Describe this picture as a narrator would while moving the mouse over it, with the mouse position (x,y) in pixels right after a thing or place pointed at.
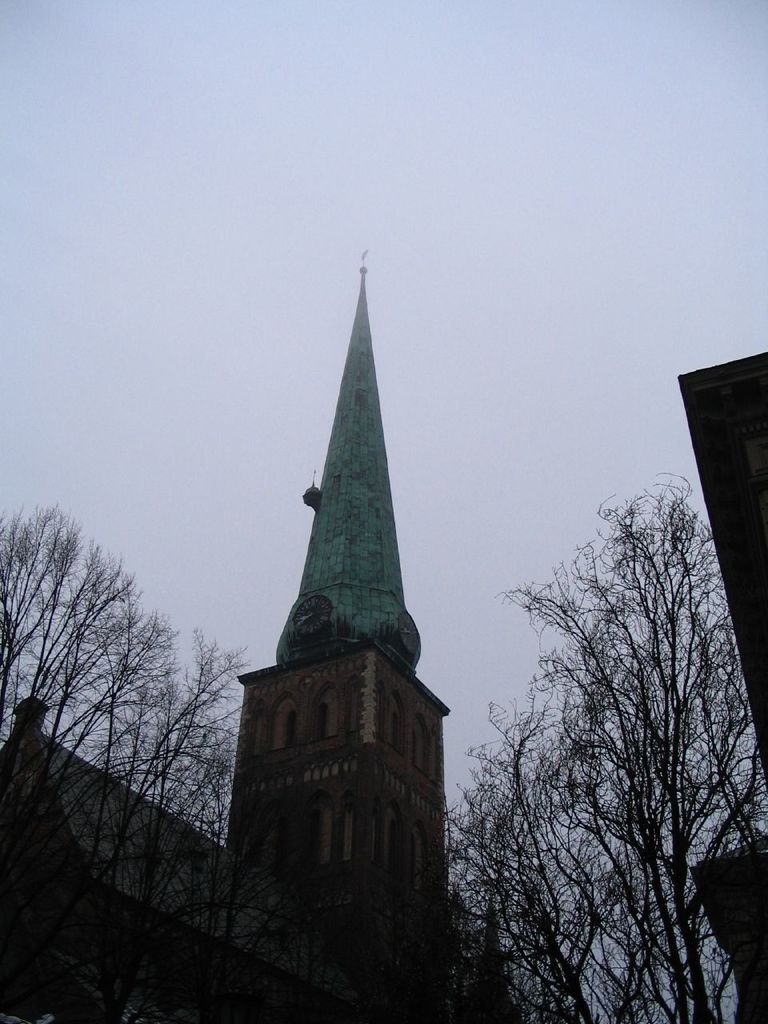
In this image we can see a building (418,801) with windows (360,816). We can also see a group of trees (553,845) and the sky (232,237) which looks cloudy.
